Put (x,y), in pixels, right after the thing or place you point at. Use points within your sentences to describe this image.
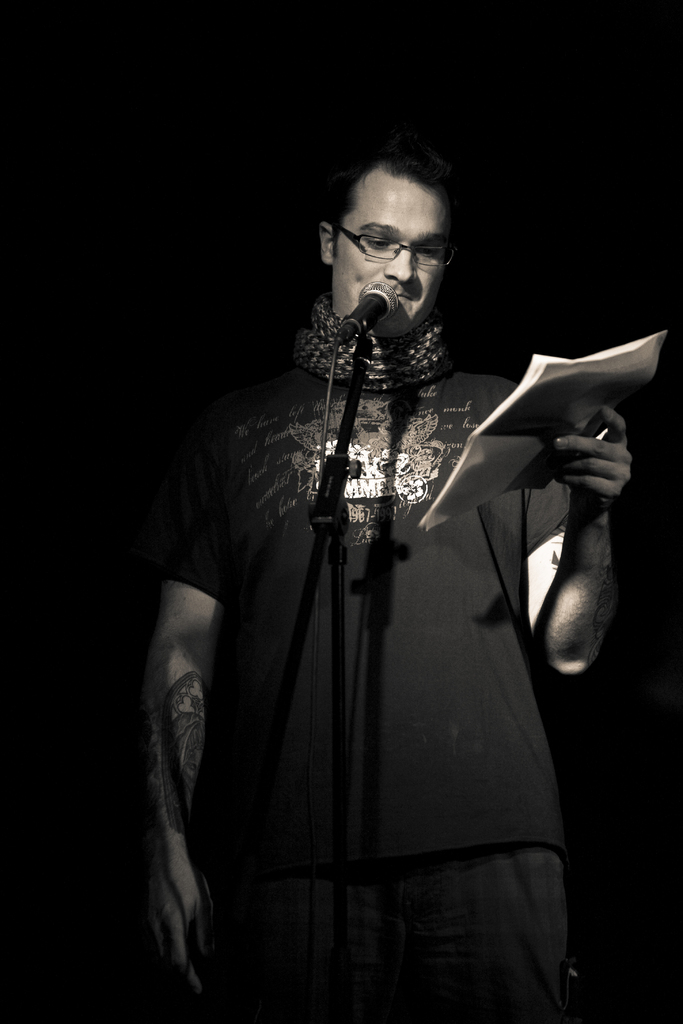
In the image there is a mic (386,309) with stand (364,338) and wire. Behind the mic (377,314) there's a man (397,461) standing and holding papers (515,438) in his hand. And he kept spectacles (389,245). There is a black background (130,740).
